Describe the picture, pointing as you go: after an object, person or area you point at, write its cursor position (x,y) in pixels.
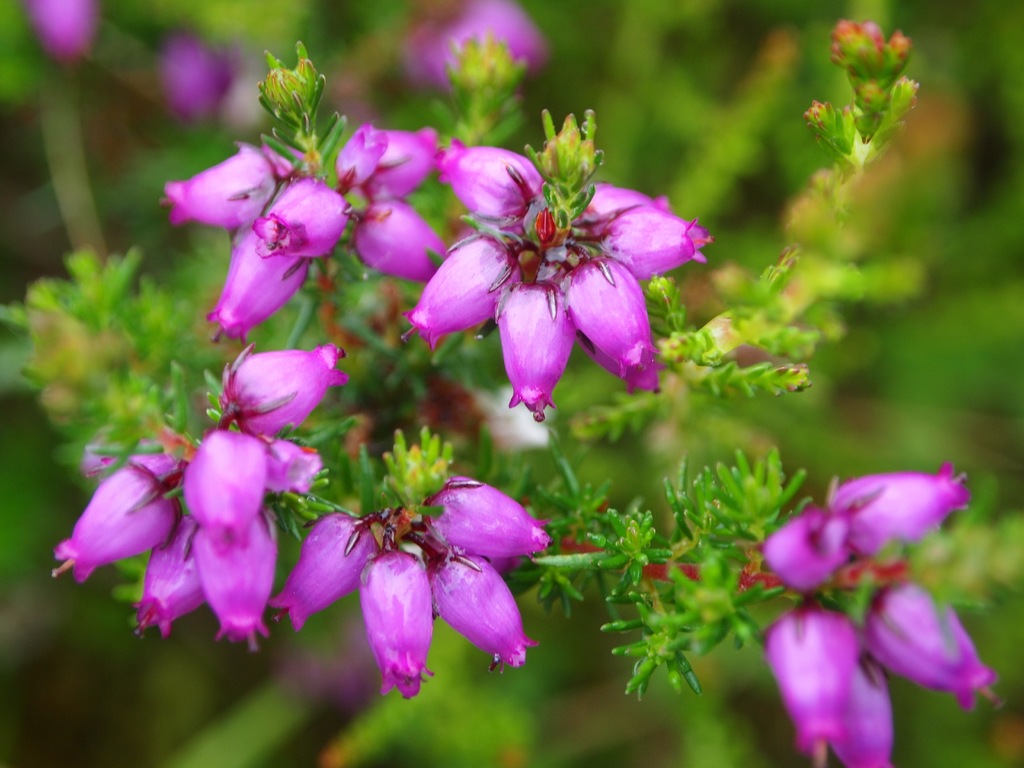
In this image there is a plant (212,216) with violet color flowers (808,685), and there is blur background (55,78).
